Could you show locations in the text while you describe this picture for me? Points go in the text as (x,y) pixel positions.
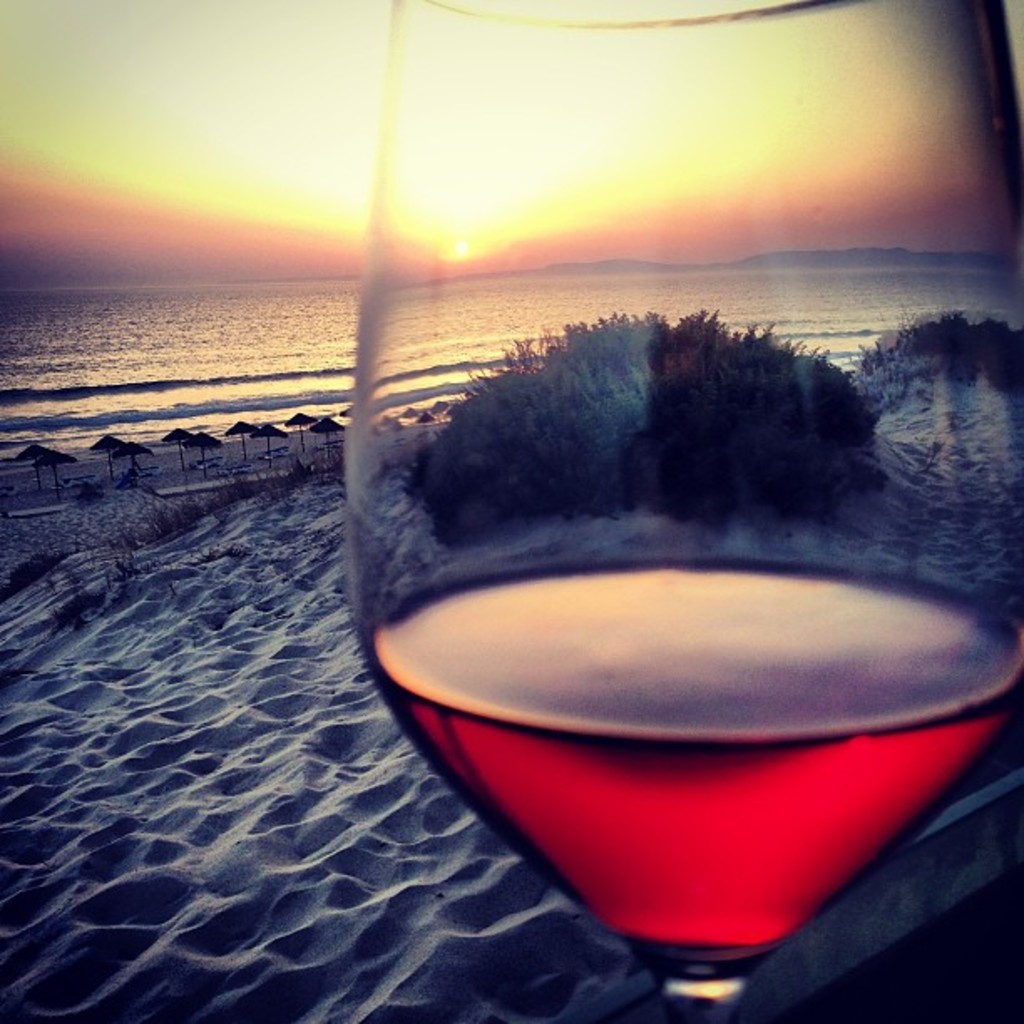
In this image I can see a wine glass (685,390) with a red colored wine (709,702) in it. In the background (291,750) I can see the sand (291,766), few umbrellas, the water (99,336), the sky (137,251) and the sun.
